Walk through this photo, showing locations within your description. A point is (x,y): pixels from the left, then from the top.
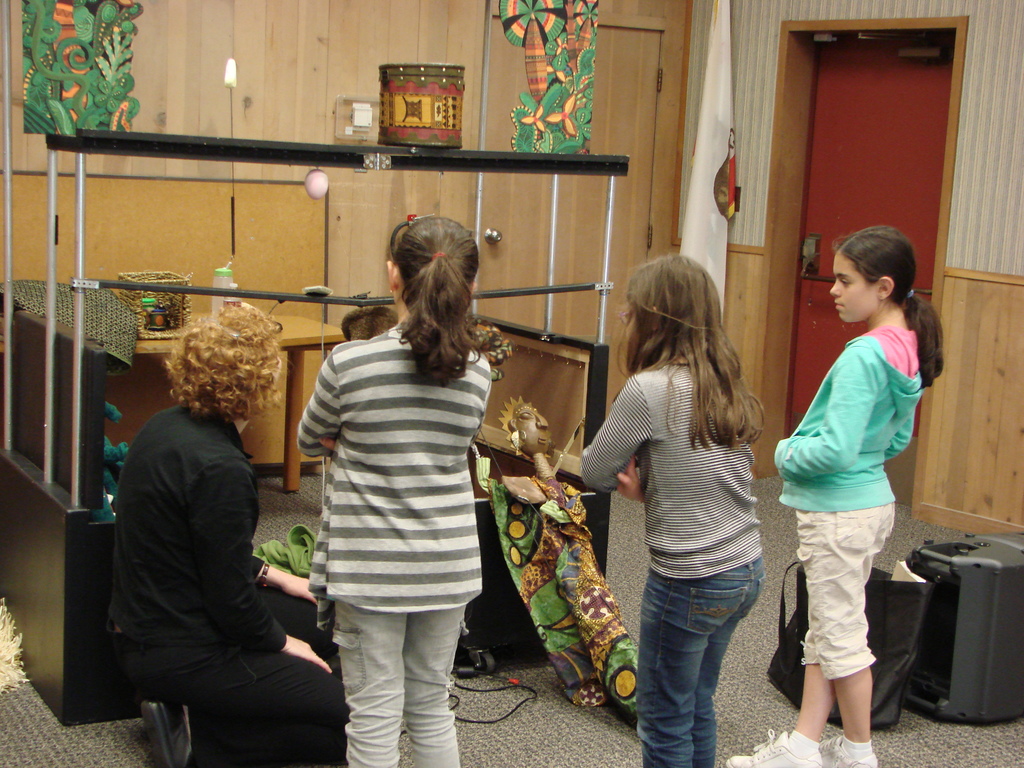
There are people (714,358) in the foreground area of the image (865,566), it seems like puppets (488,350) in front of them, there are doors (895,112), suitcases (955,600), and other objects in the background (497,278).
